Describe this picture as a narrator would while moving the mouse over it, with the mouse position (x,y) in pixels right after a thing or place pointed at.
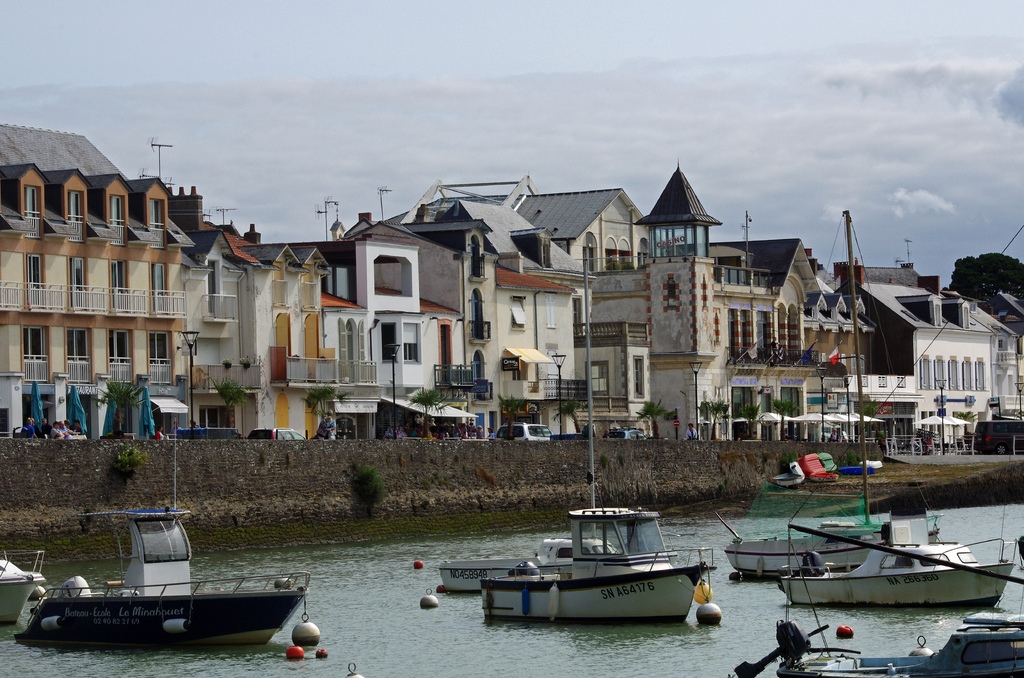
In the picture there is a river (465,552) with boats (633,542) and at the behind we can see a wall (257,482) and behind we can see the buildings (367,338) and on the backside of the buildings (166,206) we can see the antennas (163,146). And the sky (525,142) is cloudy. On the wall (315,478) we can see trees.
